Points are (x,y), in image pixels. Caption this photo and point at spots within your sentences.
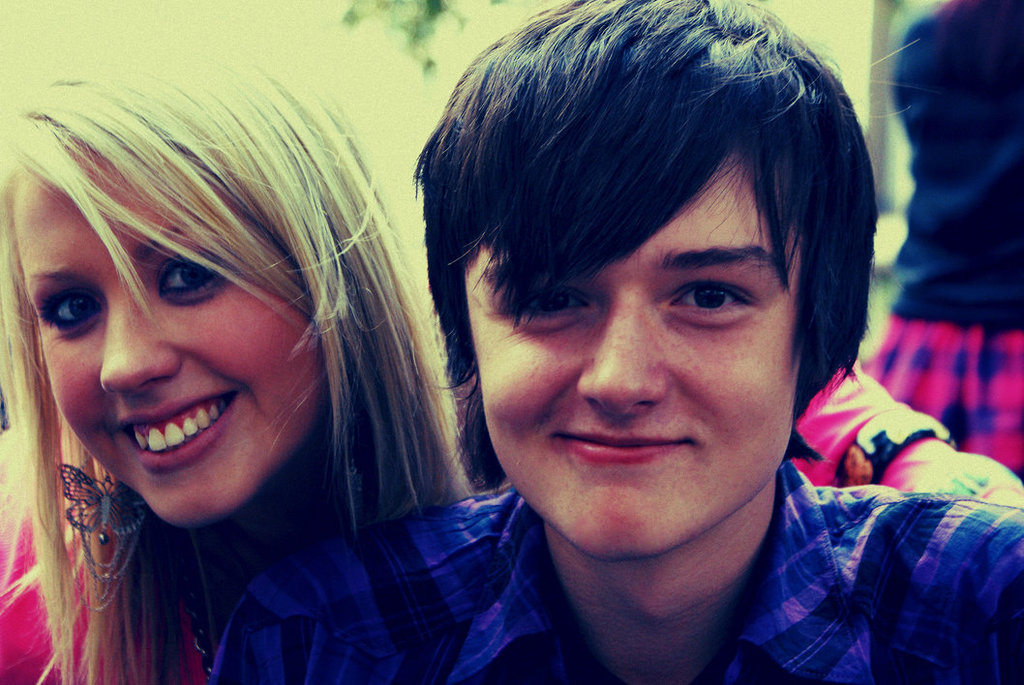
In the image we can see there are people (375,420) who are standing in front (20,377).
